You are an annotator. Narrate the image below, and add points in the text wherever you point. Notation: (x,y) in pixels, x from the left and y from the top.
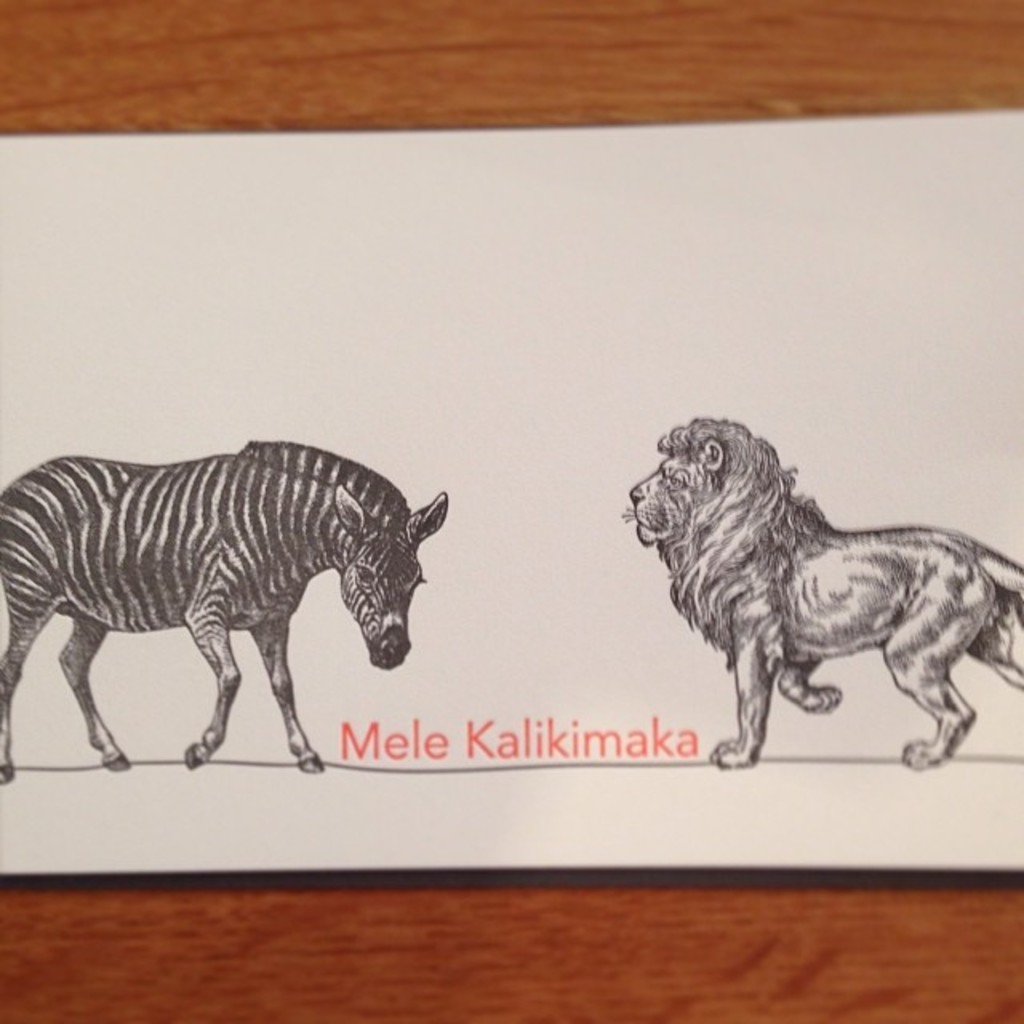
In this image I can see the print (209,500) of two animals (258,607) and something is written on the board (425,383). I can see the board (409,385) is on the brown color surface (424,910).
